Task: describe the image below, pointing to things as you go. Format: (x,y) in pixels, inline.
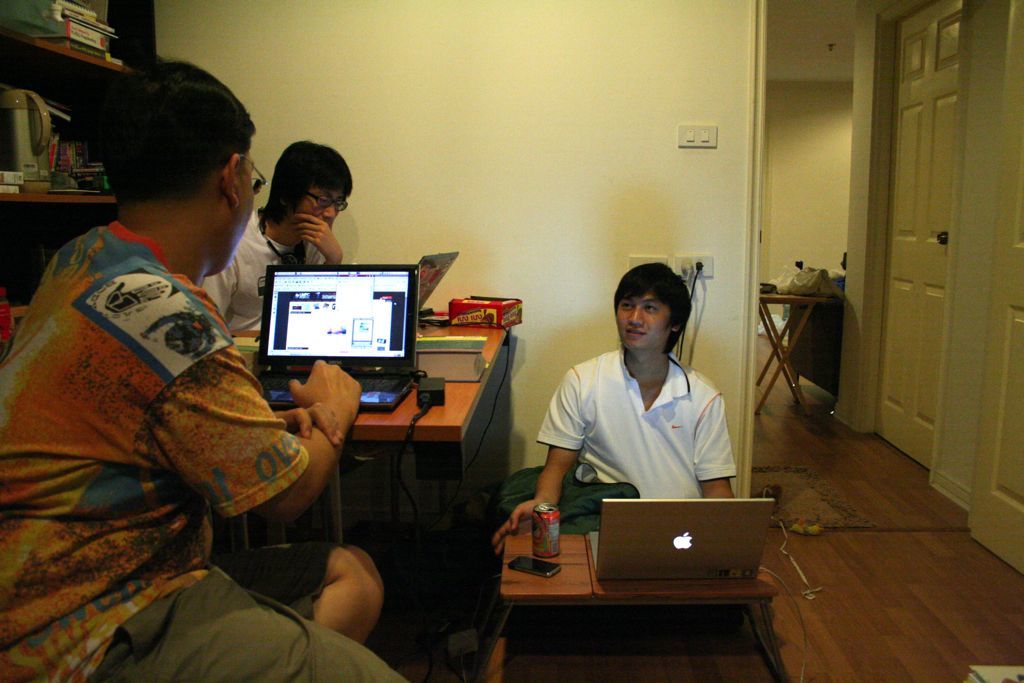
This picture is taken in the room (706,251), There are some people (200,602) sitting on the chairs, There is a table (450,384) in yellow color, on that table (395,420) there is a laptop (384,374), In the middle there is a small table (627,594) on that table (621,592) there is a laptop (615,561) and a person (672,449) sitting on the ground (591,619), On the right side of the image (999,450) there are two doors (937,188) of cream color, In the background (708,234) there is a wall (515,54) of white color.
